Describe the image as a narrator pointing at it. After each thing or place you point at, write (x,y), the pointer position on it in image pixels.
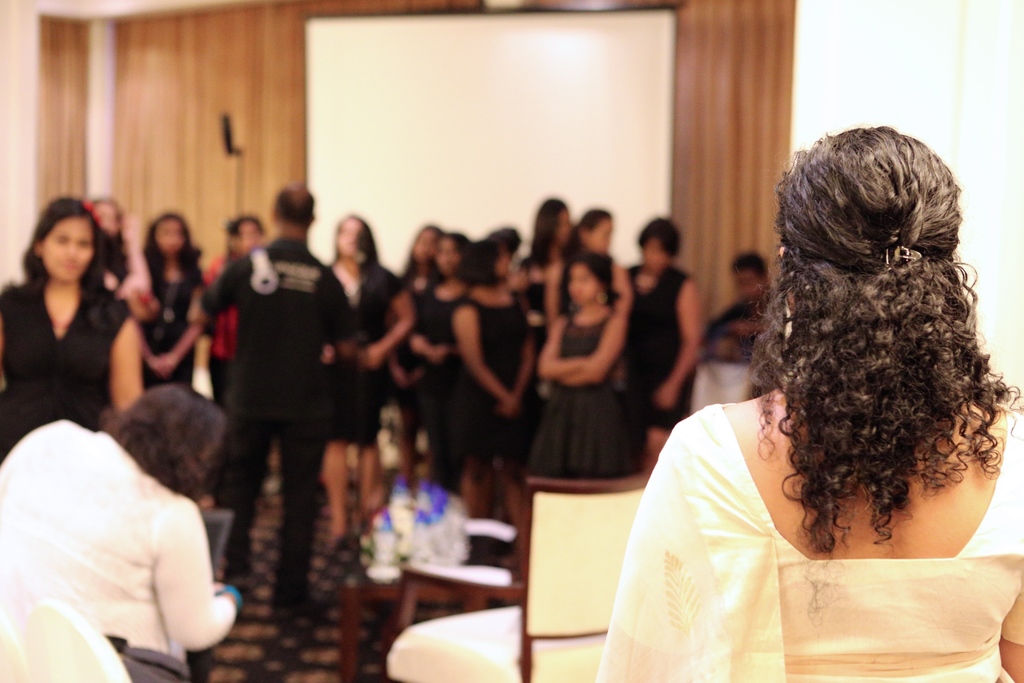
In the image we can see there are many people (447,318) standing, they are wearing clothes (196,570). There is a chair (537,642) and a table (350,610), on the table (380,598) there are many things (414,528). This is a floor (248,622) and a whiteboard (472,106). The background (600,133) is blurred.
